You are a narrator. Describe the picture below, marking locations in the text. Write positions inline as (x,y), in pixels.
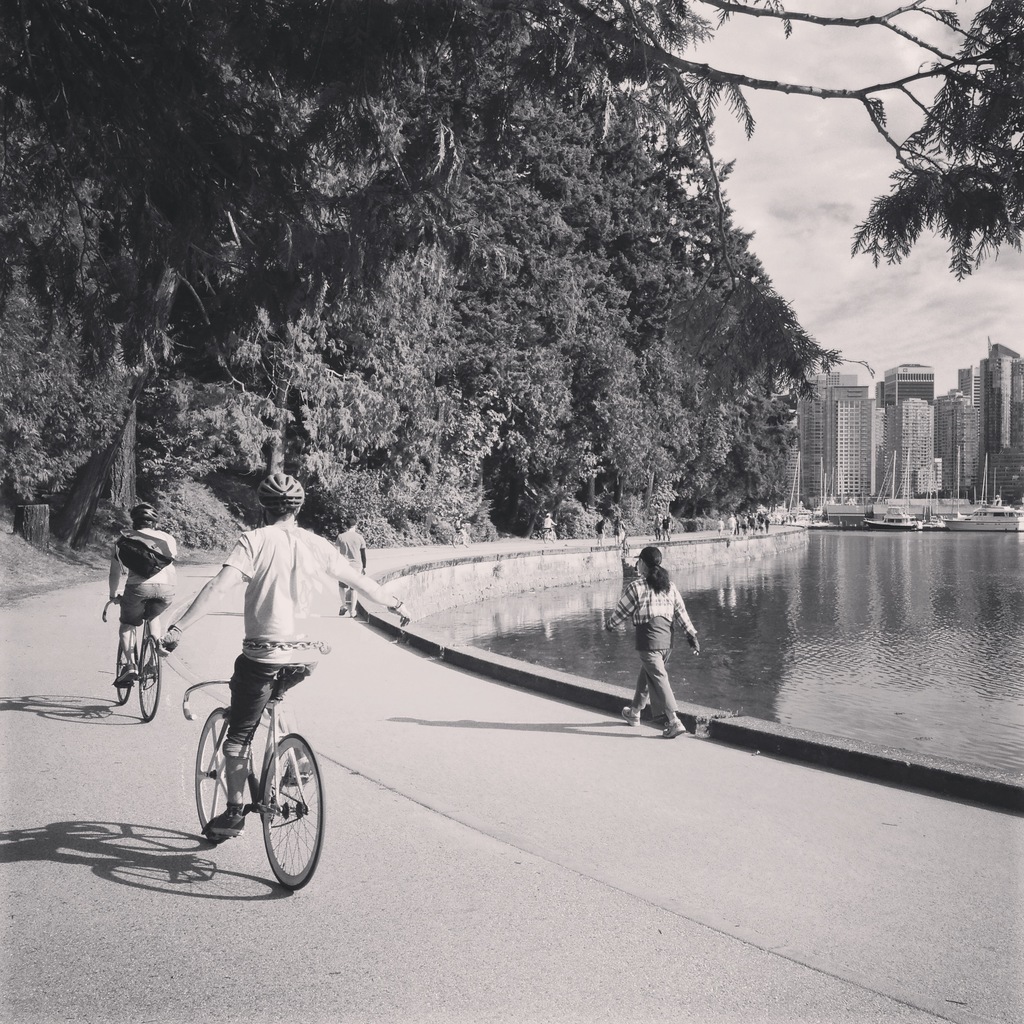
There are two people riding a bicycle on the road (348,930). On the right (686,605) there is a lady (637,690) walking. There is a river (858,628). On the left (135,288) there are trees (268,291). In the background (851,511) there are boats (945,524), building (933,476) and a sky (889,319).
